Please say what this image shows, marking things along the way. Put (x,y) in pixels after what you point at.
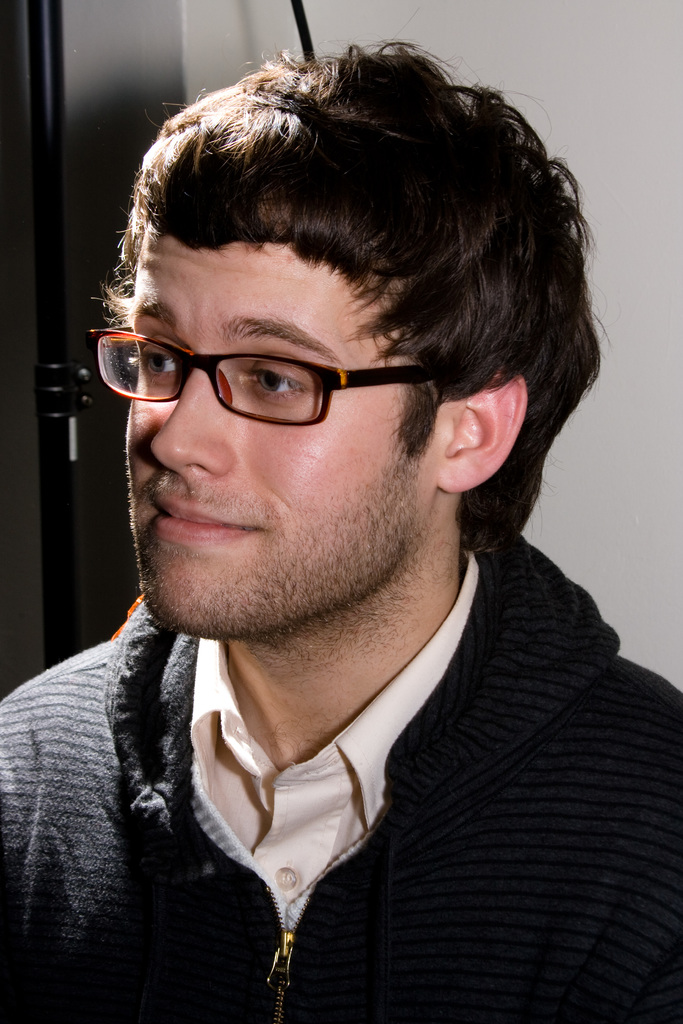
In this image I can see a man (446,626) wearing specs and a black color of jacket (521,648). In the background (597,131) I can see white and a rod (74,379).
